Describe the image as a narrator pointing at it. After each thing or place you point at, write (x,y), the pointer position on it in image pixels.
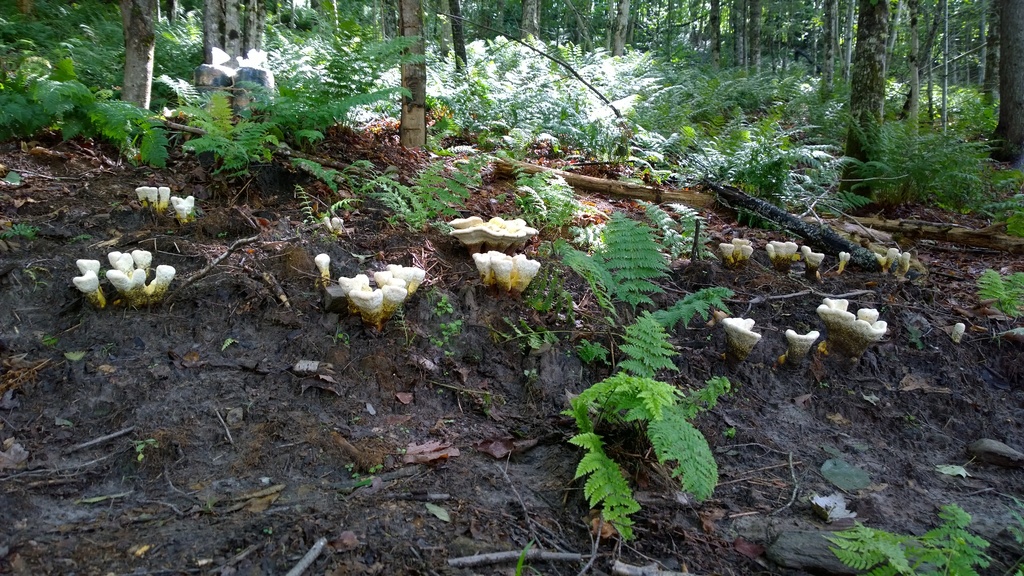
In this image I can see a forest (732,195), in the forest (777,57) I can see mushrooms (522,276) visible on the land (430,294) in the middle (362,294) and I can see trees (1017,99).
